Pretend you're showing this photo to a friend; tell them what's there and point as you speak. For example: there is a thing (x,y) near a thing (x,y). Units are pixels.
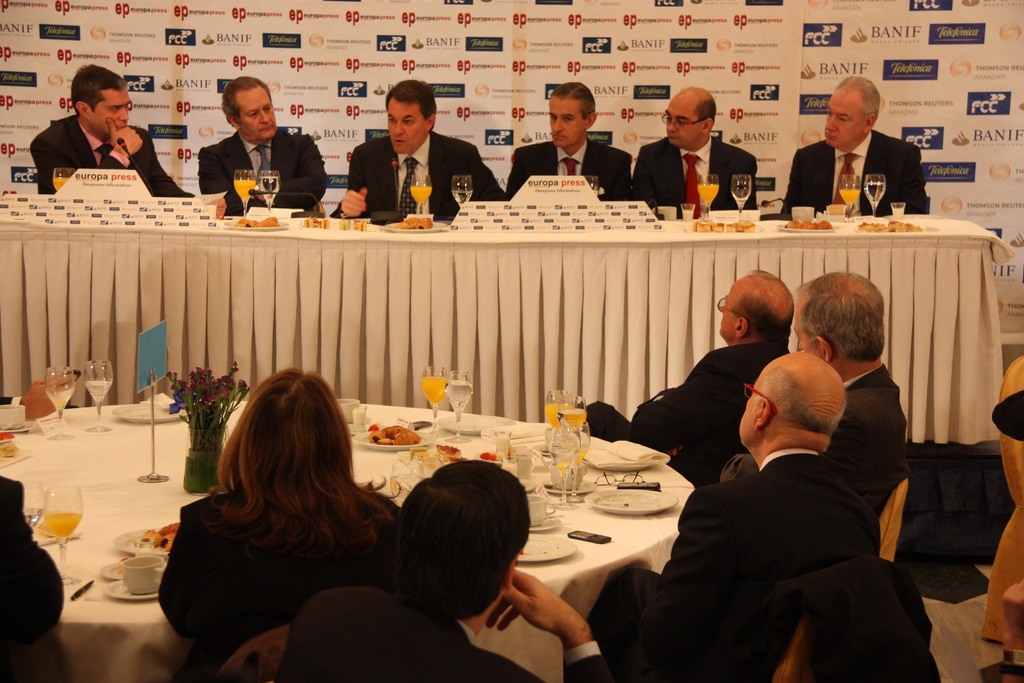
In this picture we can see person (552,148) sitting on chairs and in front of them there is table (749,236) and on table (600,299) we can see glasses (251,187), mic (262,194), plate (865,219) and food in it, vase (203,456) with flowers (191,420), spectacle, pen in background (385,9) we can see banner (370,21).
